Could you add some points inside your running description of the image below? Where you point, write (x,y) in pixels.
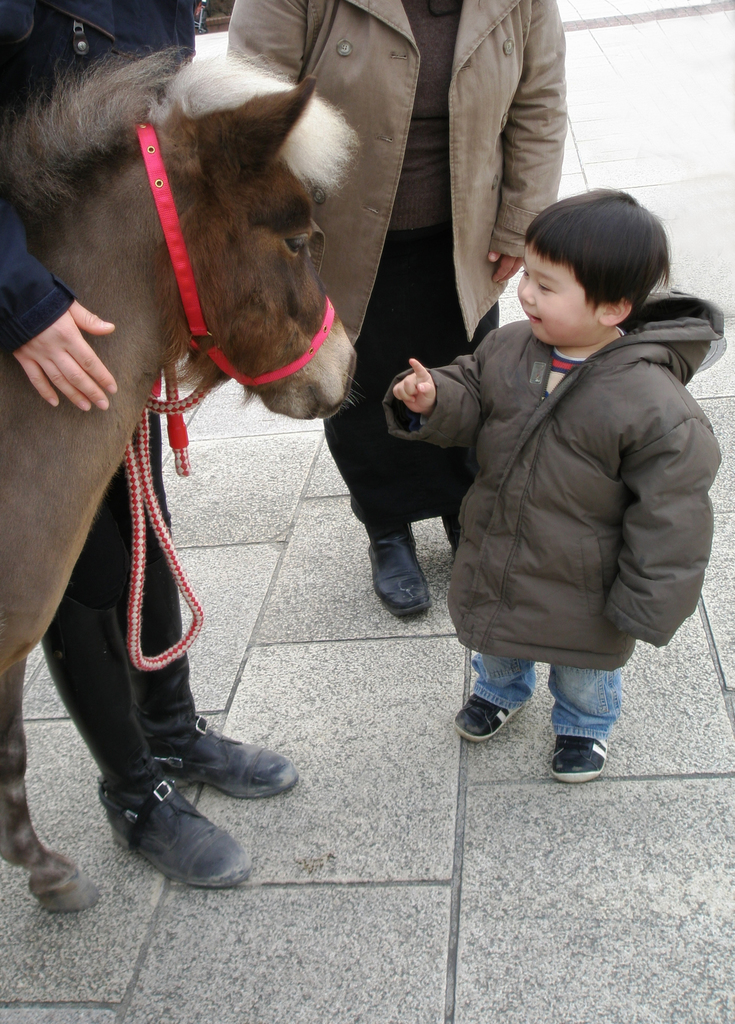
In this image in the front (105,416) there is an animal (43,428) and there is a person (77,359) standing and touching the animal (76,265). In the center (350,447) there are persons (470,196) standing and there is a boy (550,392) standing and smiling.
